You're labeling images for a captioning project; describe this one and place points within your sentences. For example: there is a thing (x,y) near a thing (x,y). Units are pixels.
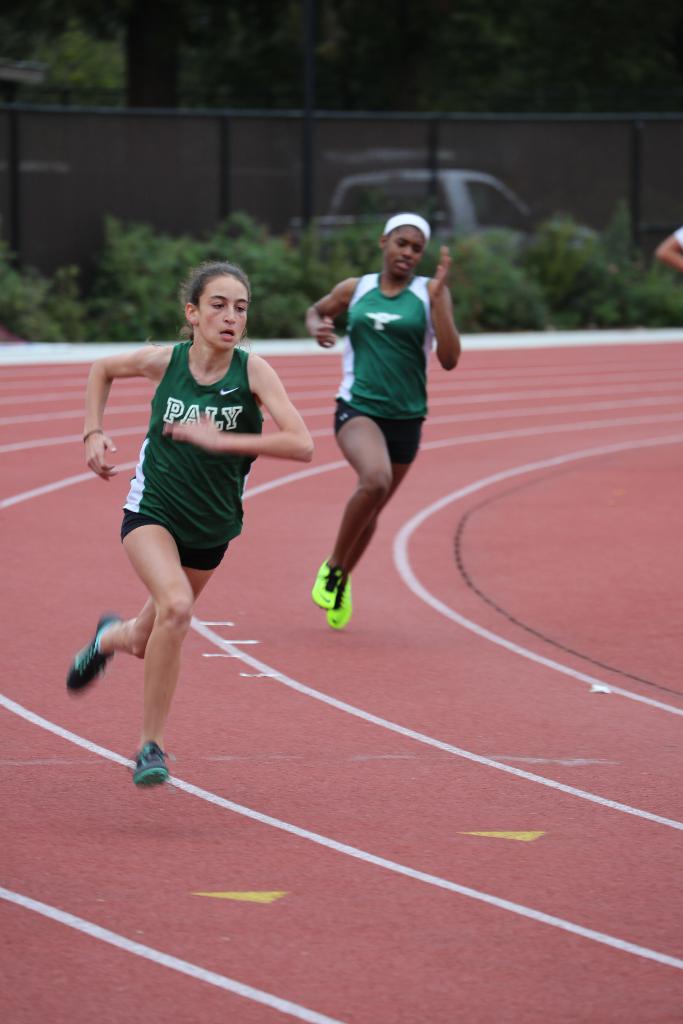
In this image we can see two persons (408,323) wearing green color dress (153,430) and running in the court (257,634) which is of pink color and in the background of the image (318,240) there are some plants (613,280), fencing (669,176) and some trees (257,39).
